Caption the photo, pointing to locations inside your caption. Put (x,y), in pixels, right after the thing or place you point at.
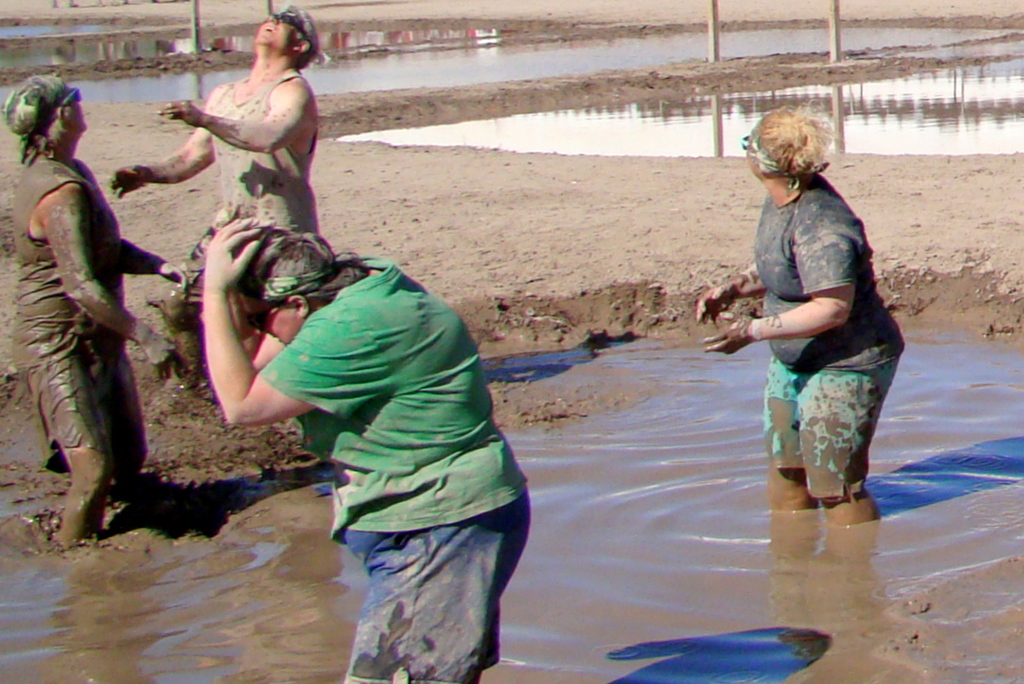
In this picture I can observe four members (297,313). Two of them (372,434) are in the water (710,421) and two of them (238,190) are standing on the mud (37,508). In the background (689,117) I can observe some poles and water (579,68).
